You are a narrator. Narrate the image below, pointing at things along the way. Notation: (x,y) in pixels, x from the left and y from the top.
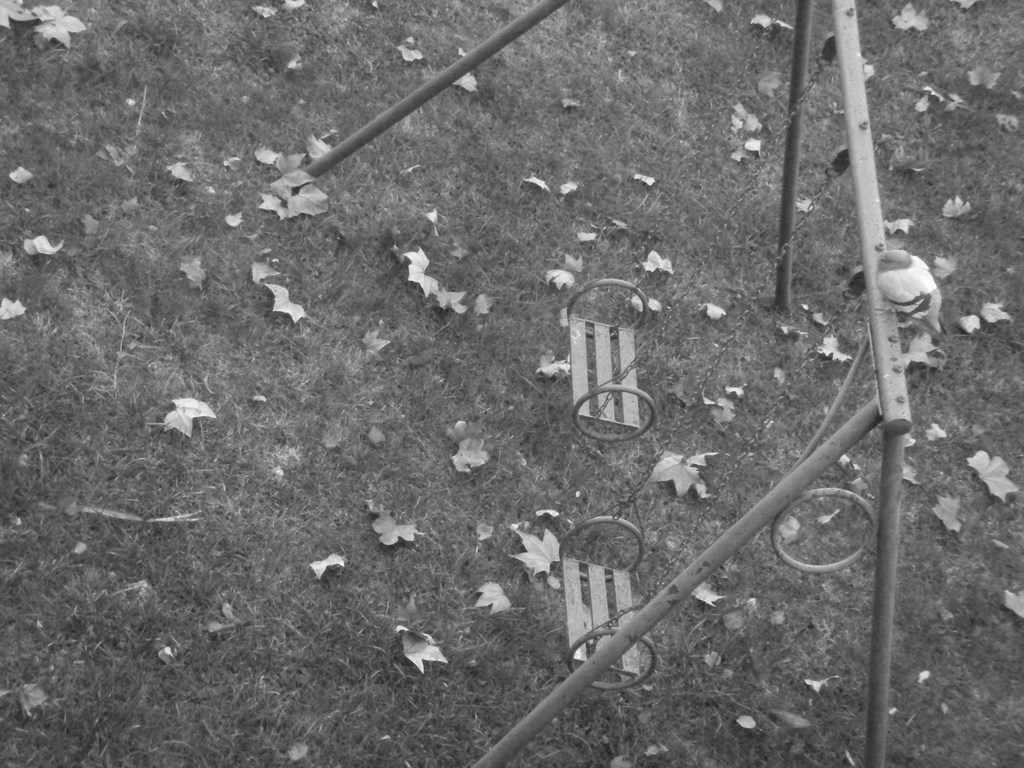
There are swings (623,439) and leaves (479,456) on the grassland (488,404) in the image.
